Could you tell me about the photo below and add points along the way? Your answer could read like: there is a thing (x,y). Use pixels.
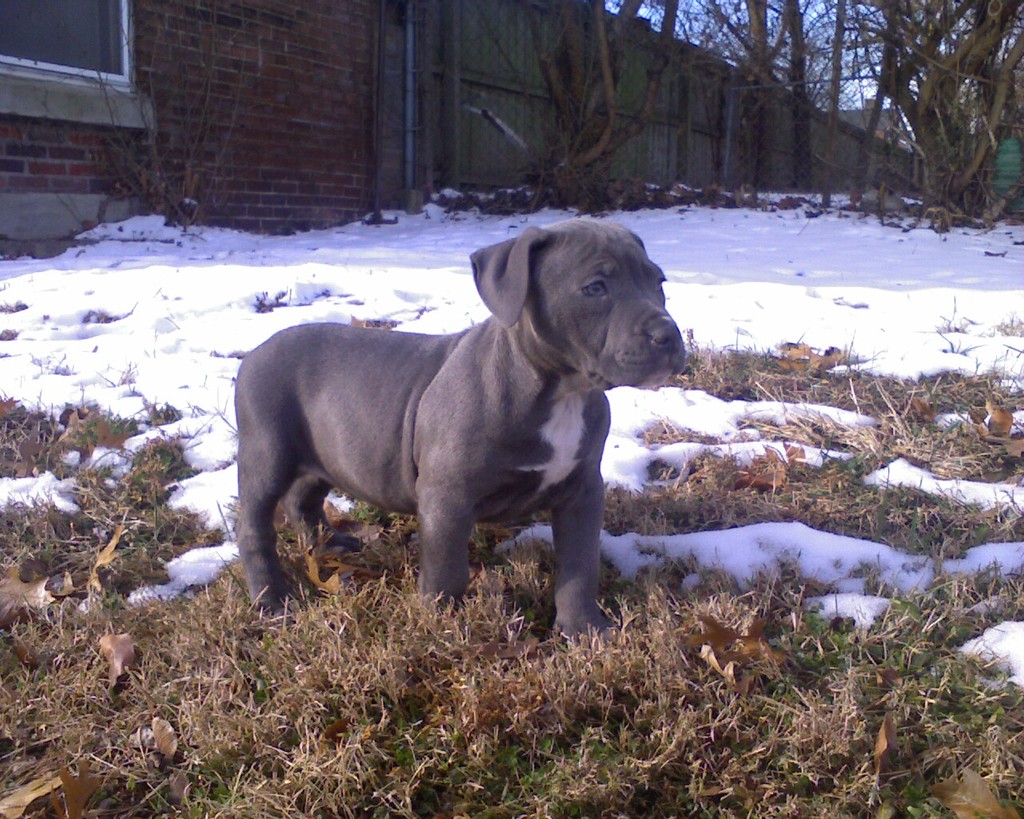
In the picture we can see dog (494,427) which is gray in color, there is snow (136,339) and in the background of the picture (609,146) there are some houses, trees (799,85) and clear sky (850,95).
